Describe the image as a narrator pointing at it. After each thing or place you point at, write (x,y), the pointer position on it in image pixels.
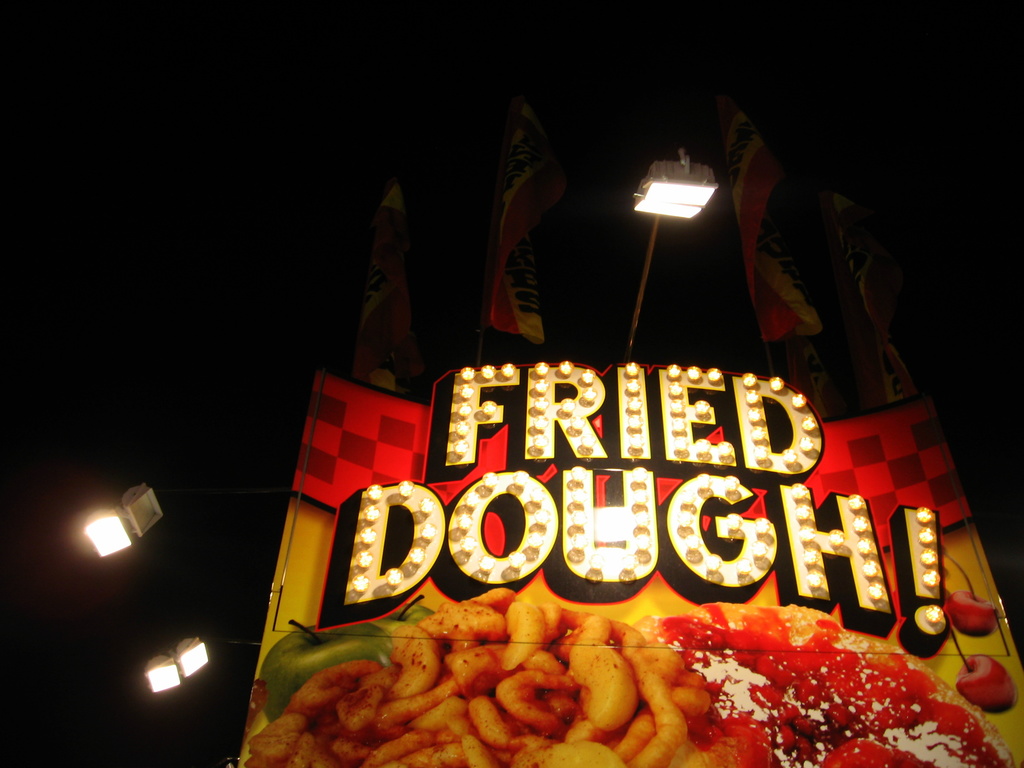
In this image there is a banner (378,543) with a name (450,519), there are few lights (143,487) and flags (518,308).
